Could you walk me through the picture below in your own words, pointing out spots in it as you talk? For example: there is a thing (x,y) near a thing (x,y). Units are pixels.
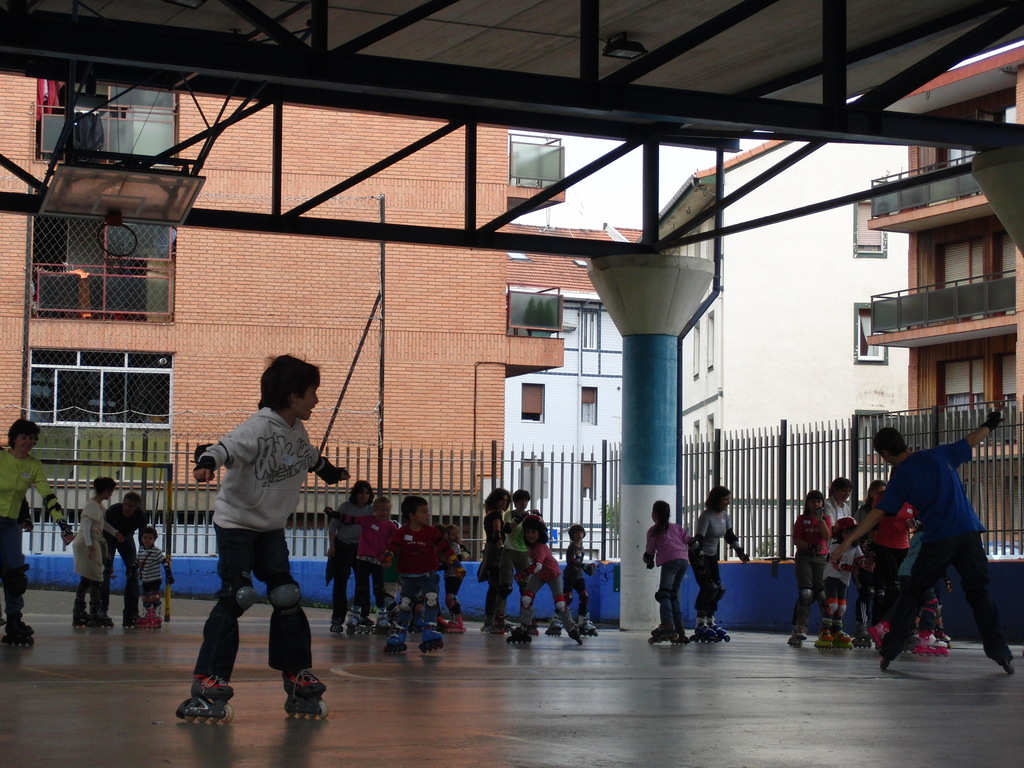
In this image we can see a group of people (661,595) standing on the floor (468,694) wearing the skating shoes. We can also see a roof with some poles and a goal post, a pillar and the metal fence (693,508). On the backside (856,372) we can see some buildings (538,371) with windows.
